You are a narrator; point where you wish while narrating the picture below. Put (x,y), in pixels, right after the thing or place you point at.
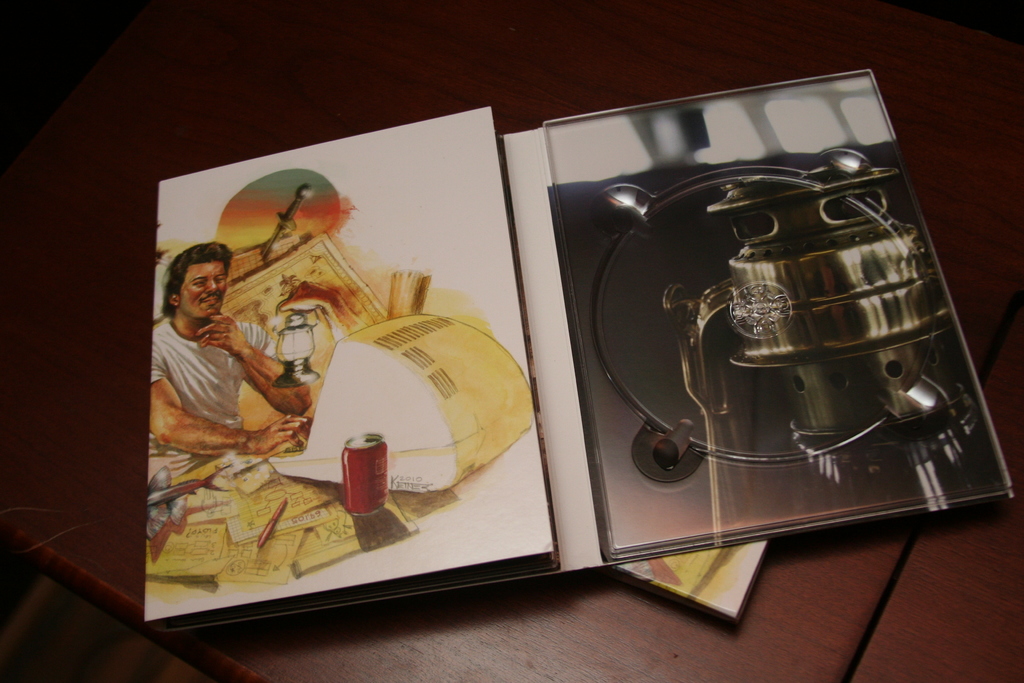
In this image there is a table (204,149), on that table (145,253) there is a drawing book (521,325).
